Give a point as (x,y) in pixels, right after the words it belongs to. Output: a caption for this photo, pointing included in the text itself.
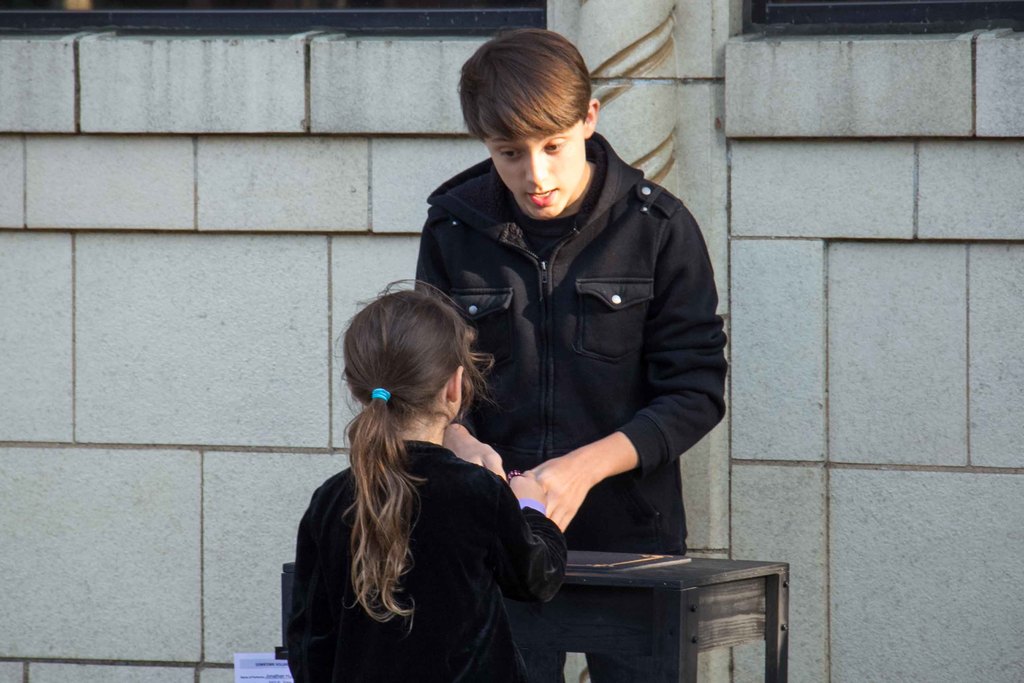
In this image there is a boy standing in front of table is talking to a girl (455,658) in front of him, behind them there is a wall (408,124).
